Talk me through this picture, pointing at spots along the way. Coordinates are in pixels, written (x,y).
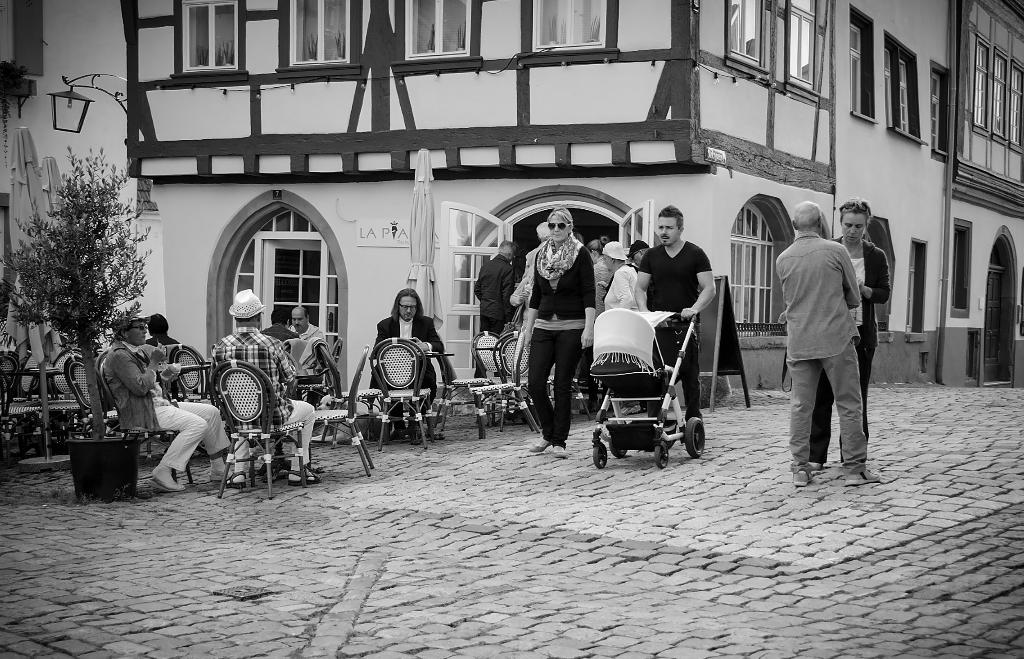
This picture is clicked outside. On the right (868,256) we can see the two persons (814,284) standing on the pavement (913,573) and we can see a man (686,268) wearing t-shirt (683,293) and seems to be pushing the stroller (659,392) and we can see the group of people (534,263) and we can see the chairs (492,370) and group of people (289,408) sitting on the chairs (383,350). In the background (166,136) we can see the buildings (592,108), tree (98,253) and some other objects (57,186) and this picture seems to be a black and white image.
